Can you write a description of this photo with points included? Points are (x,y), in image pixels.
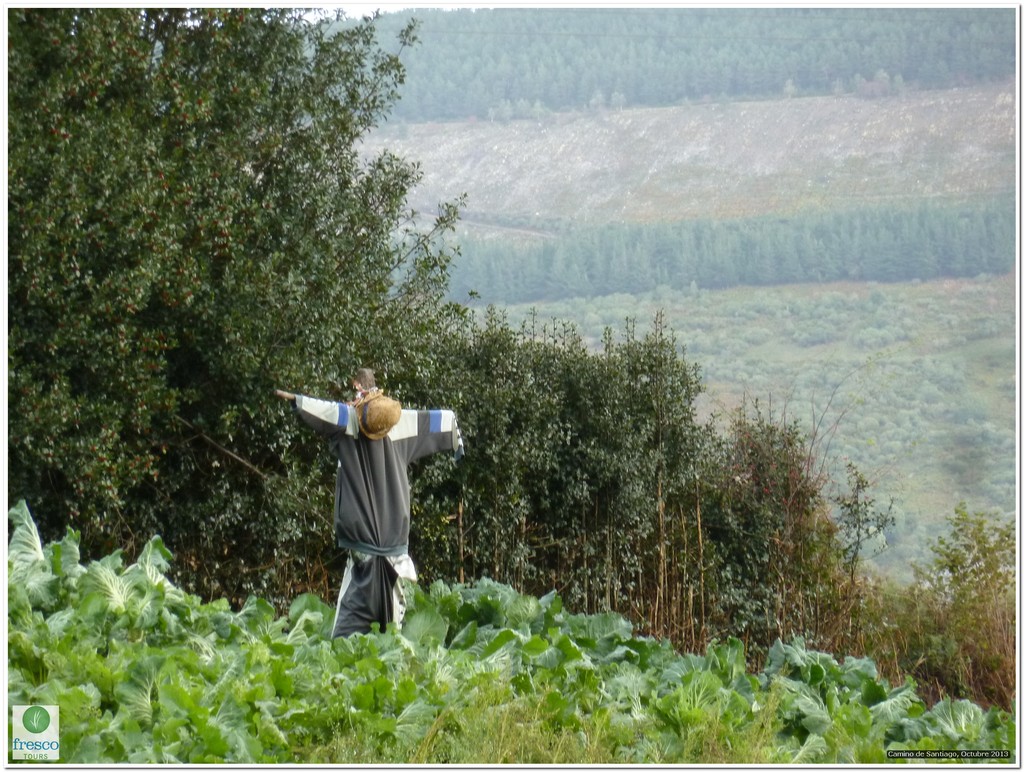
In the center of the image (366,487) we can see clothes (387,517) and a hat (387,427) on some object (395,494). At the bottom left side of the image (25,749), there is a logo (36,710). In the background (62,91), we can see trees (52,193) and plants (704,472).
